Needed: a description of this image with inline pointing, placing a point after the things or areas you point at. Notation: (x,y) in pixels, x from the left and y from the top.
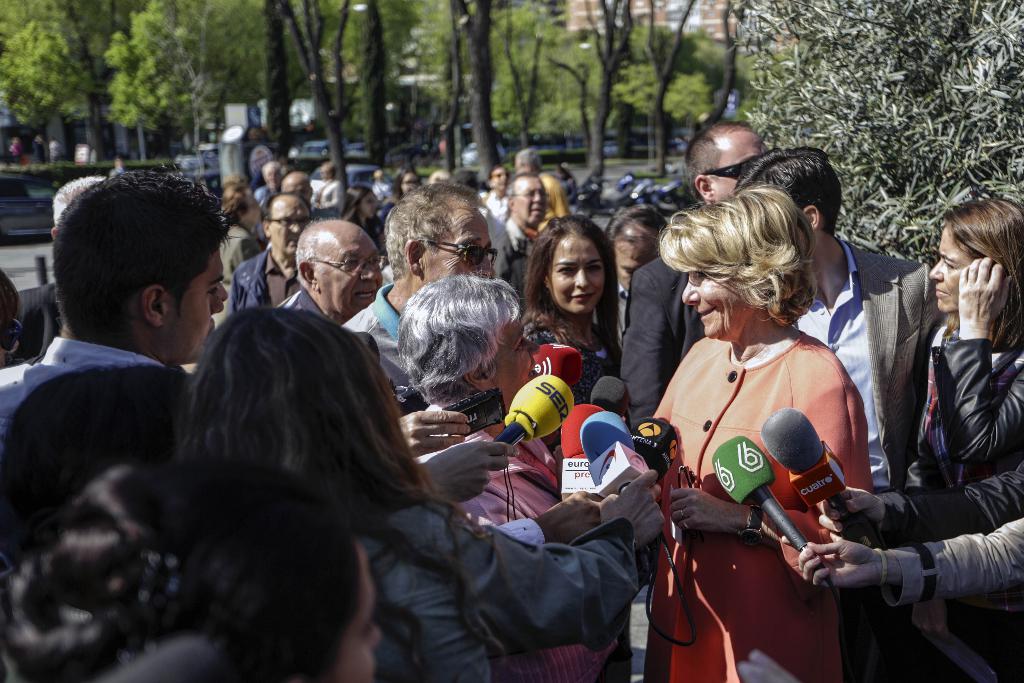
In this image we can see few persons (662,290) are standing and among them few persons (596,508) are holding microphones (759,459) and a recorder (496,420) in their hands (497,444). In the background (388,161) we can see few persons (499,169), plants (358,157), trees (195,15), vehicles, buildings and objects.
